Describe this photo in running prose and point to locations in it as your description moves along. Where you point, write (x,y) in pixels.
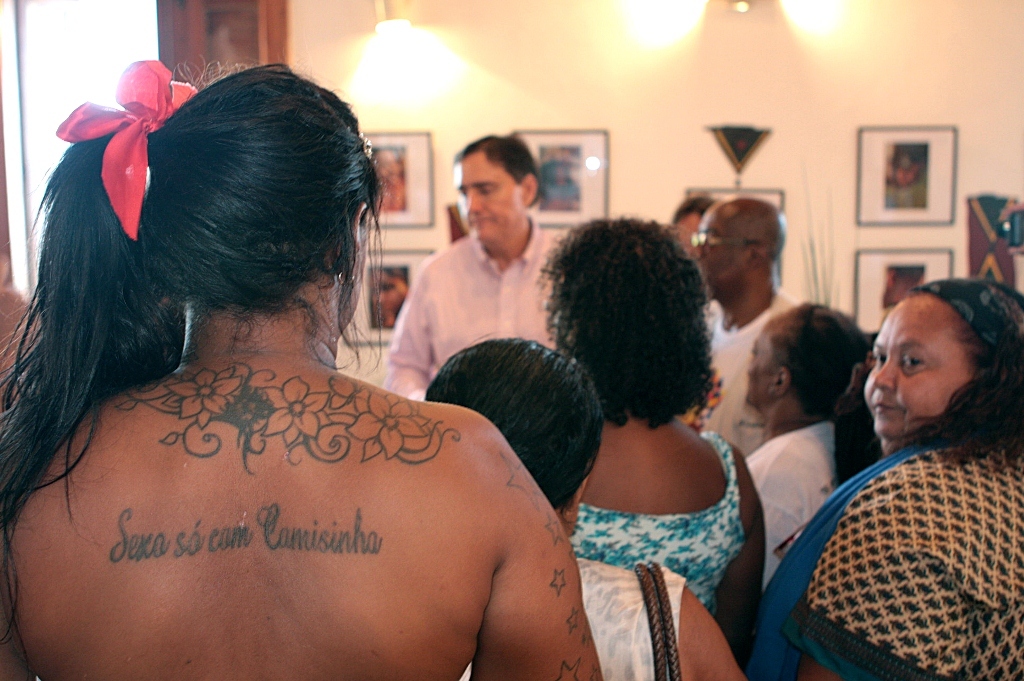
This picture is taken inside the room (700,330). There is a woman (286,537) towards the left (319,472) and she is facing backwards. On the back (242,533) of her, there is a tattoo (213,402). Towards the right (901,463), there is another woman (924,481) wearing cream top (897,527) and blue scarf (830,501). In the center (498,304), there is a man (470,226). Behind him, there is a wall (711,185) with frames (899,168). On the top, there are lights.
